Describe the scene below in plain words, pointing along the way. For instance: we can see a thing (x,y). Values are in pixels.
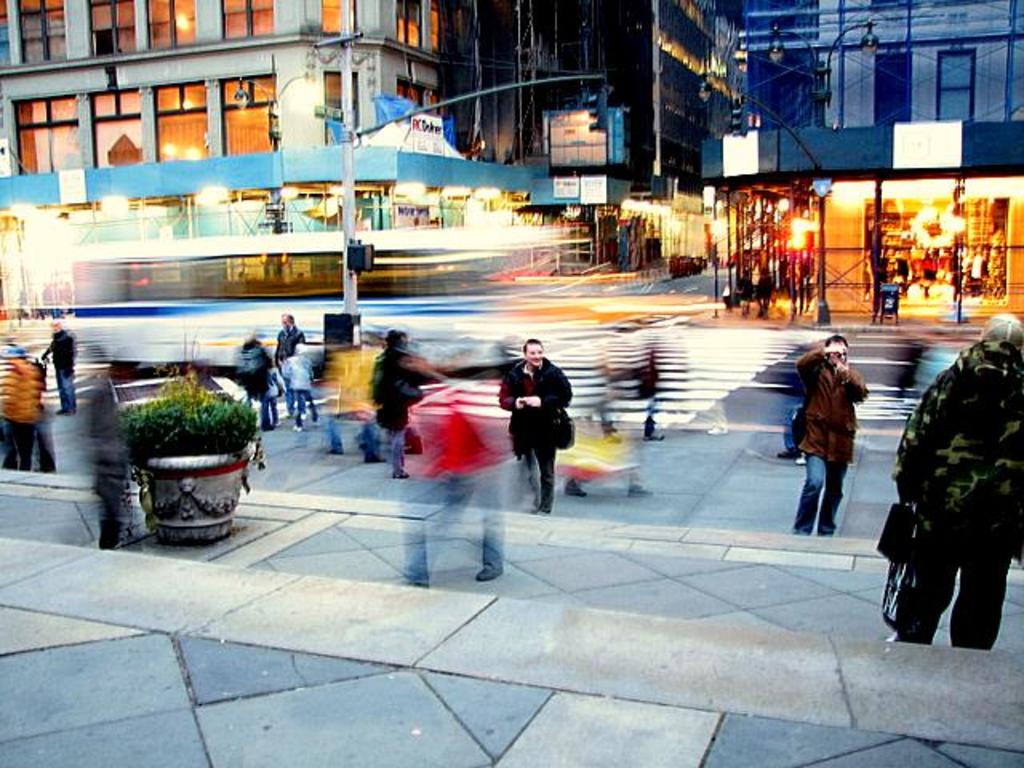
In this image I can see few people (840,439). In front (835,404) the person (835,386) is holding something (841,356). I can see flowerpot (225,472), poles (822,200), signboards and vehicles (484,305) on the road (731,363). Back Side I can see buildings (727,103) and windows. The image is blurry.
